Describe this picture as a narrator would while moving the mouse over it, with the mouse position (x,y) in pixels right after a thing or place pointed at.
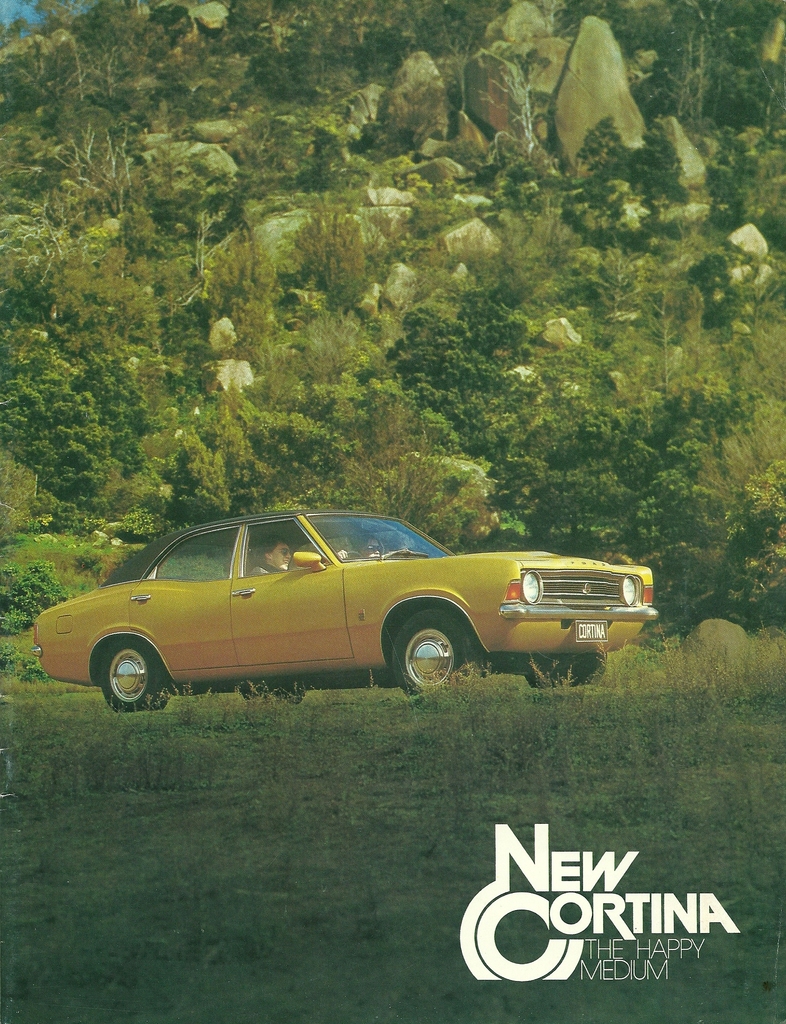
In this image we can see a person (275,555) sitting in a car (276,621) parked on the ground (292,752). In the background (625,433), we can see a group of trees (477,409) and stones (484,122). At the bottom (468,933) we can see some text (567,930).
